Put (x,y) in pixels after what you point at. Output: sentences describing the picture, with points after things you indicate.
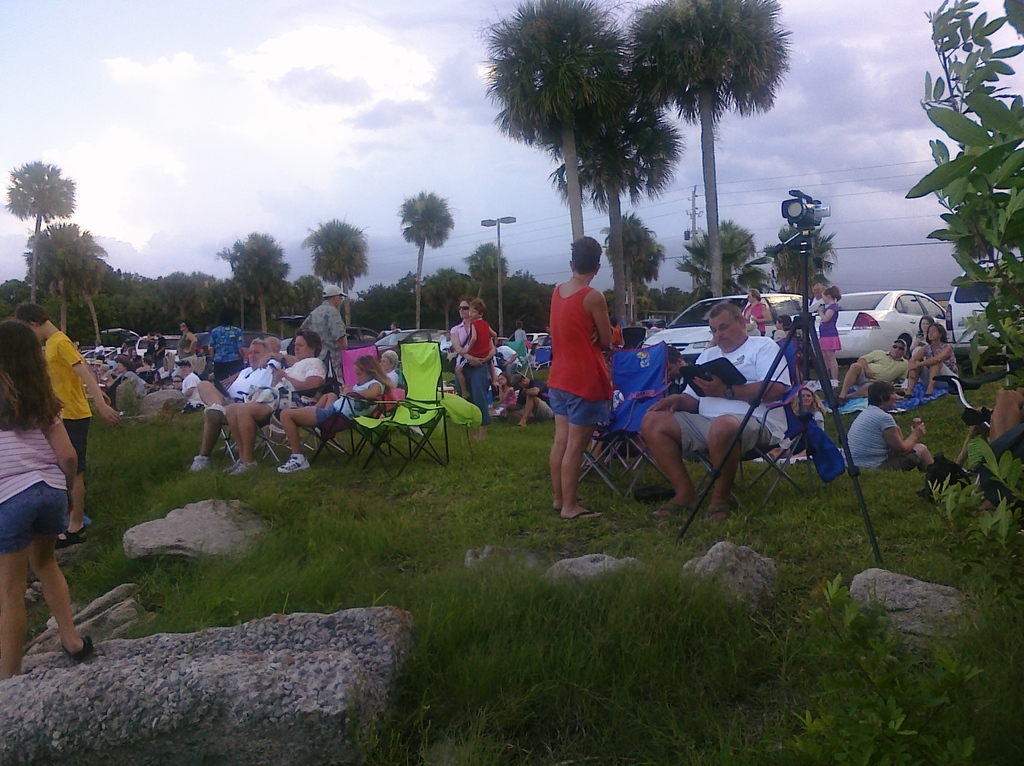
Here in this picture we can see number of people (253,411) standing over the place, which is fully covered with grass (321,469) over there and we can see some people (349,406) are sitting on chairs (420,374) and on the ground (833,494) over there and we can see stones (210,546) present here and there and behind them we can see number of cars (853,308) present and we can also see plants (992,322) and trees (55,210) present all over there and we can see clouds (500,110) in the sky (438,126) over there.
